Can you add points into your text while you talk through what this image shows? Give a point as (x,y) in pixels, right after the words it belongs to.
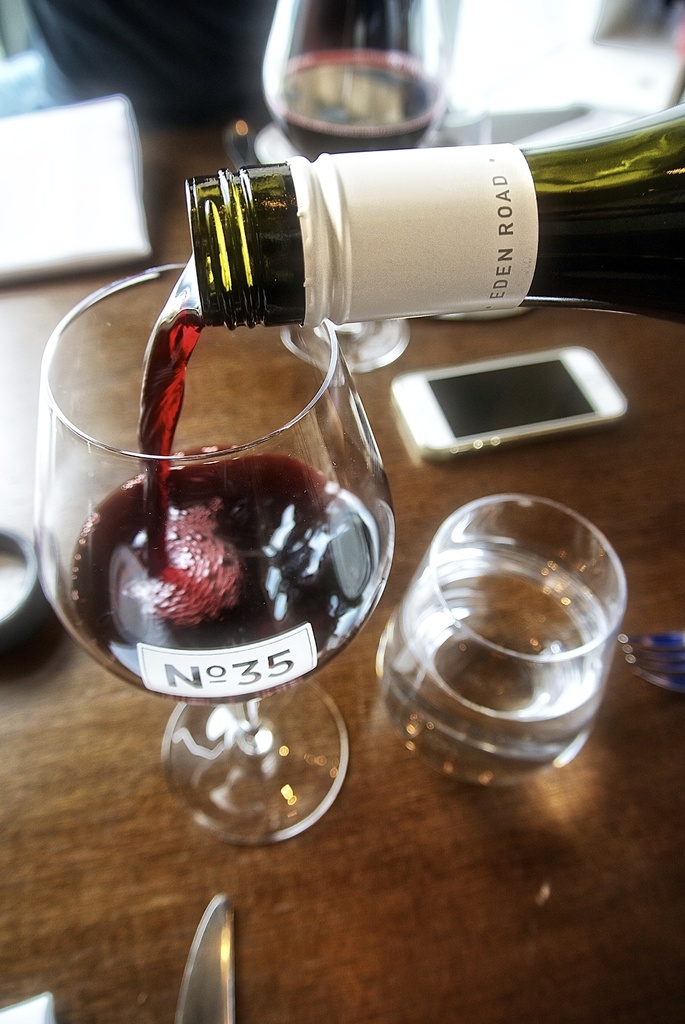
In this picture I can see a wine bottle (403,180), there is wine (175,320) falling into a wine glass (119,431) from the wine bottle (222,243), there are wine glasses (137,442), a mobile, a knife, a fork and some other items (71,176) on the table (616,923).
